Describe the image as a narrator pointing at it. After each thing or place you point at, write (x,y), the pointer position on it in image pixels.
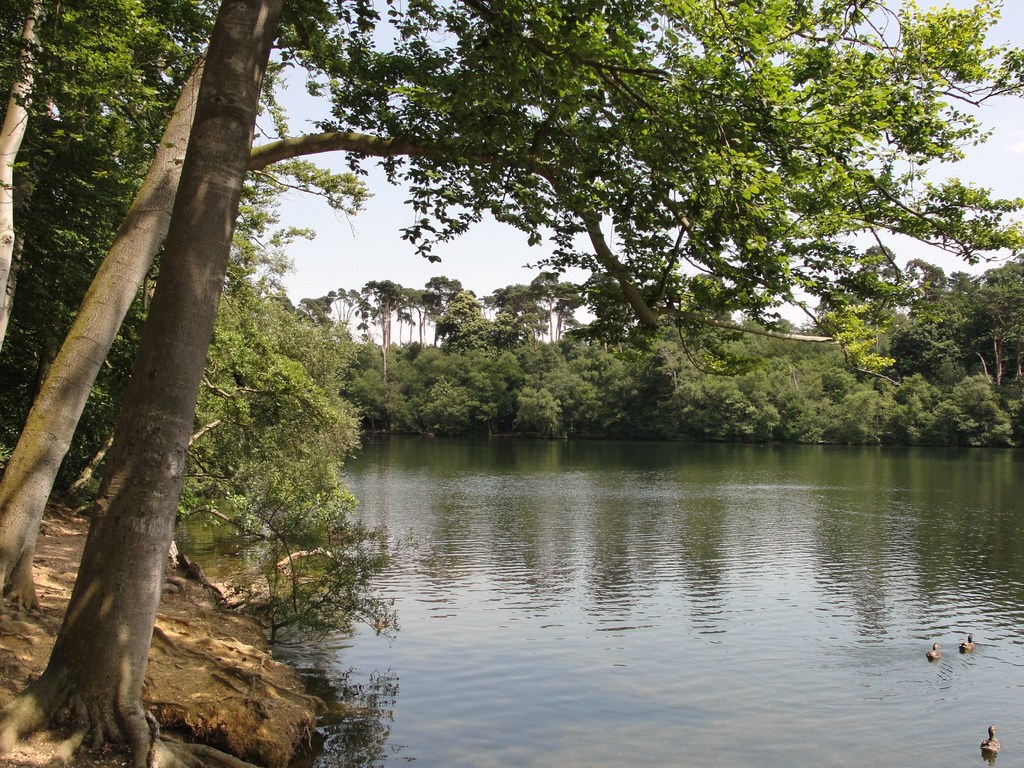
In this picture I can see ducks (965,650) in the water (627,628) and I can see few trees (579,348) and a cloudy sky (925,2).
